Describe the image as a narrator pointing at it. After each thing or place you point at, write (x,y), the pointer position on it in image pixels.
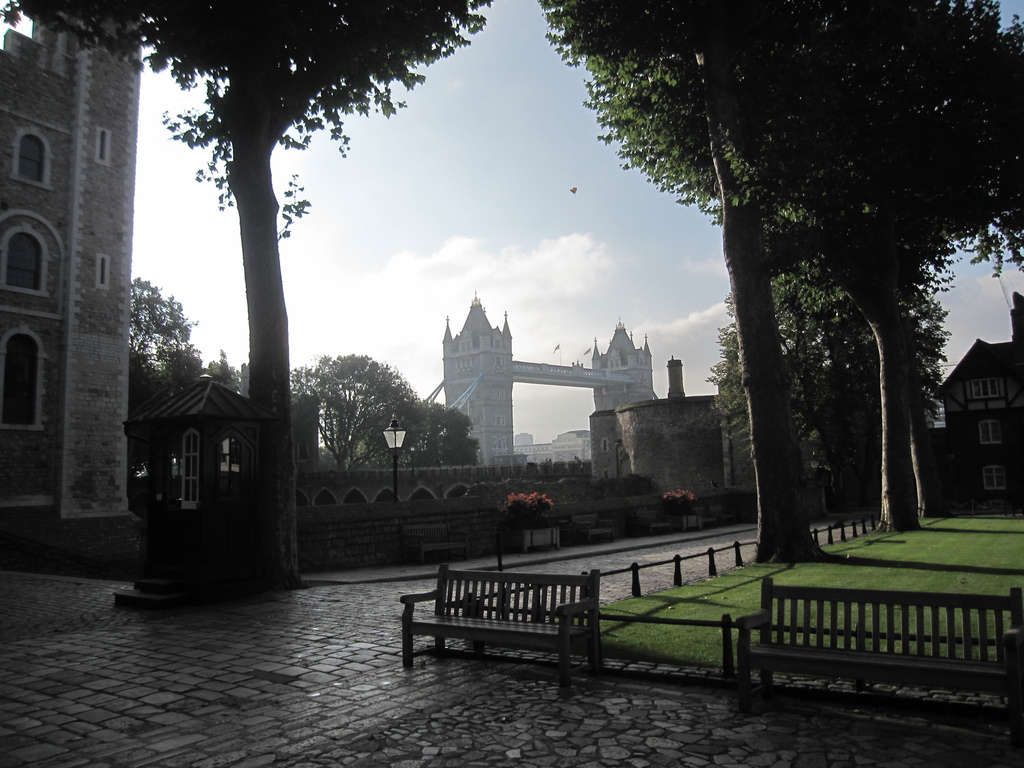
In this image on the right side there is one building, in the center (478,404) there is a bridge (483,407), trees (319,408) and some plants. At the bottom (251,611) there is a walkway (572,660), and in the foreground (764,251) there are some trees (234,171), house (204,483), benches (873,662), plants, flowers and some grass (603,627).
